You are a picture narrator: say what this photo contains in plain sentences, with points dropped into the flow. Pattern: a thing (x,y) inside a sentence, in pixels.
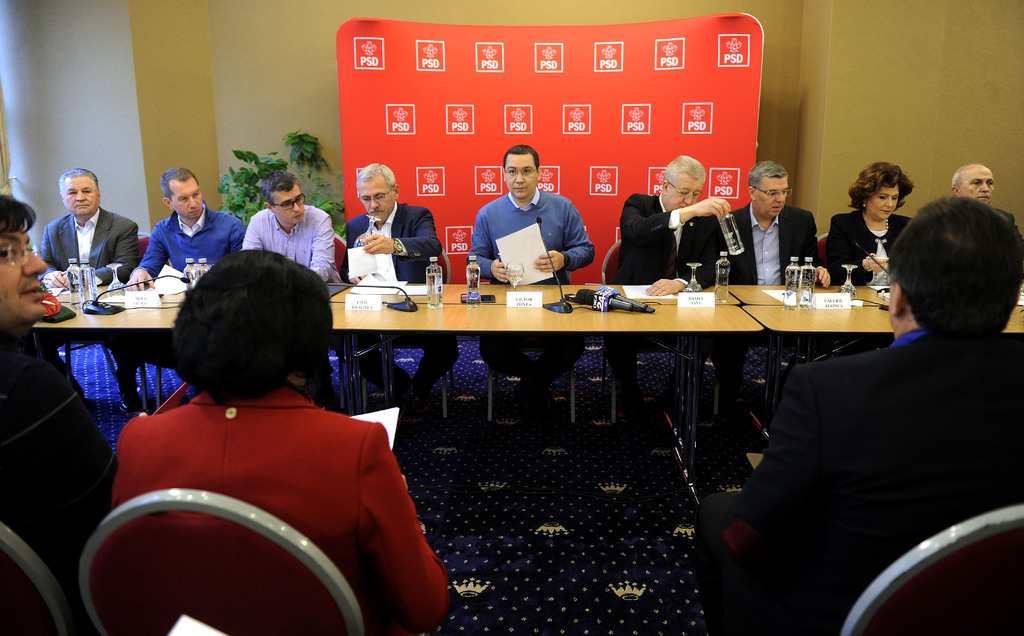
This picture describes about group of people (268,342), they are all seated on the chairs (615,260), in the middle of the image (629,300) we can see few bottles (76,265), glasses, microphones (641,303) and other things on the tables (619,332), in the background (354,212) we can see a plant (302,142) and a hoarding (556,146).
